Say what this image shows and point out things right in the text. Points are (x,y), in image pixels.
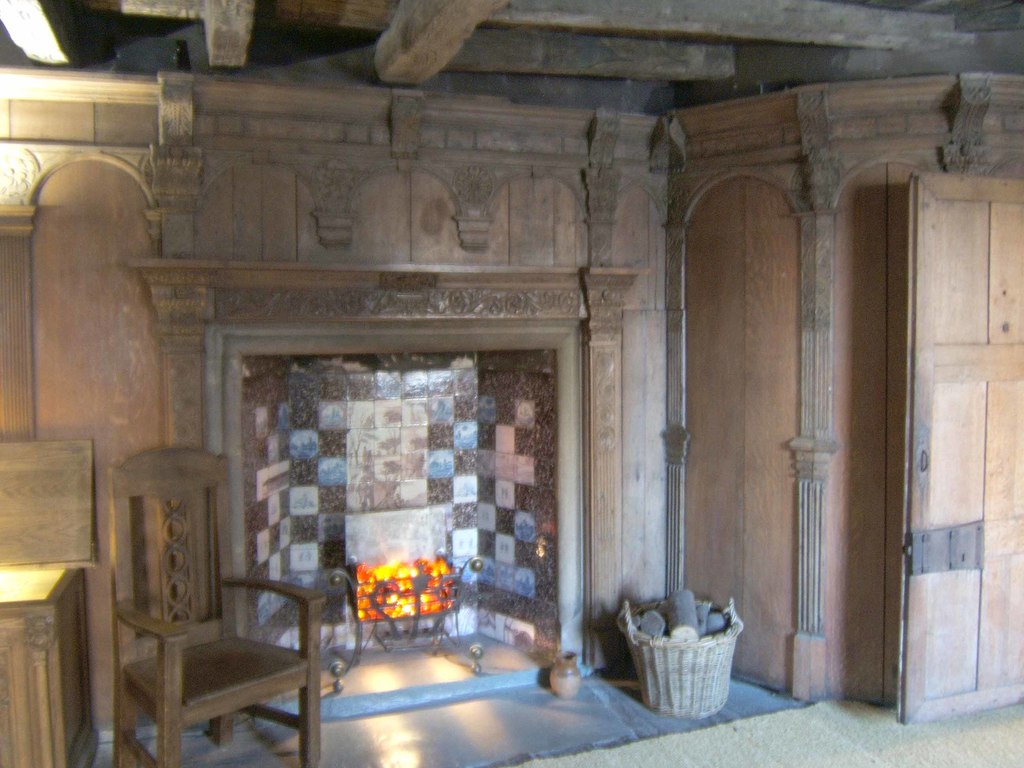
In the center of the image (548,448) we can see a fireplace (410,580). On the left (217,686) there is a table (69,718) and a chair (211,663). On the right (990,639) we can see a basket (699,693) and a door (979,526).
